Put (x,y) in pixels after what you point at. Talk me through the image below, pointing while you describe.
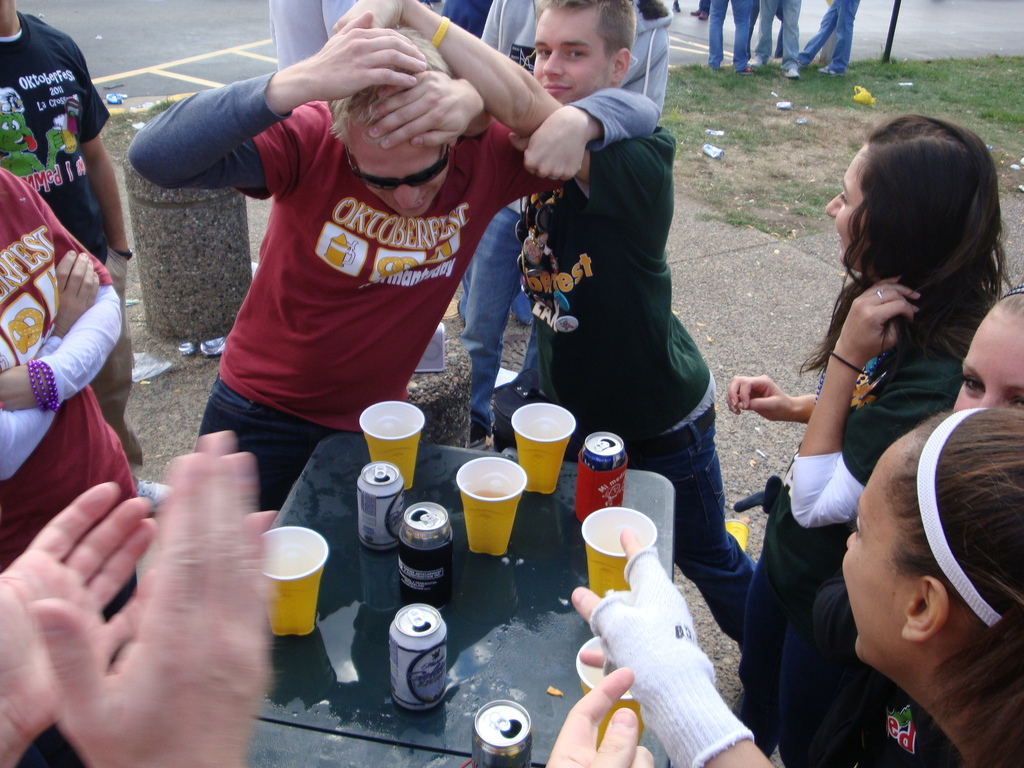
In this image I can see a couple of people (200,150) standing around a table (453,549) among them two people (430,88) standing in the center of the image (578,263) among them one person (514,111) standing on the right hand side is trying to hold the head (342,139) of the other person (345,181). I can see some tins (422,577) and glasses (494,505) on the table (477,566). I can see some other people (661,70) standing behind.
